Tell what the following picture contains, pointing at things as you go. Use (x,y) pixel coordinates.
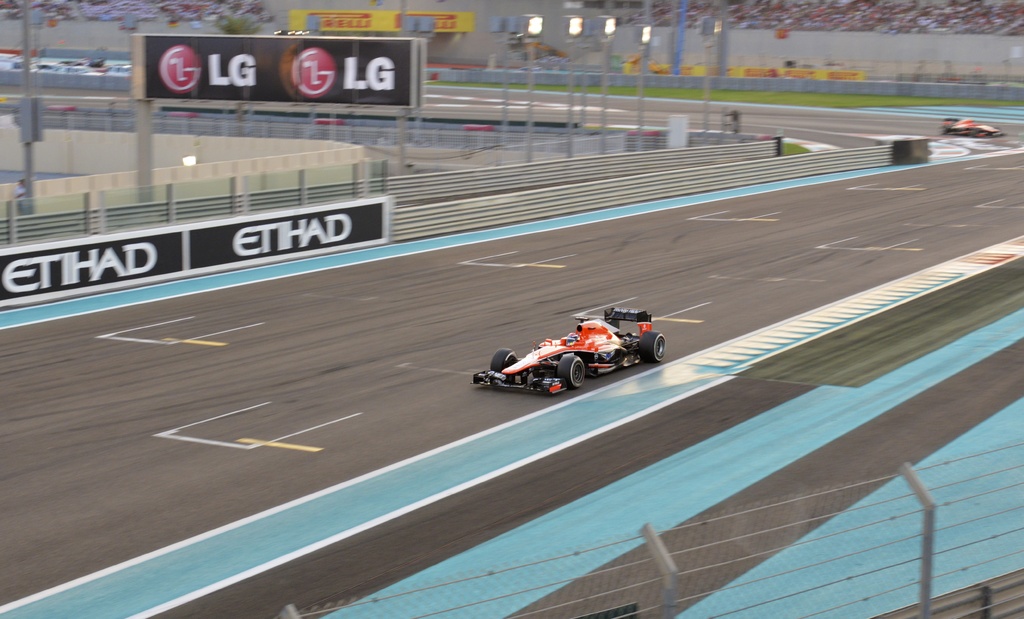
As we can see in the image there are carts (546,375), fence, banner (338,97), lights (509,17) and group of people (830,18) in the background (830,18).
